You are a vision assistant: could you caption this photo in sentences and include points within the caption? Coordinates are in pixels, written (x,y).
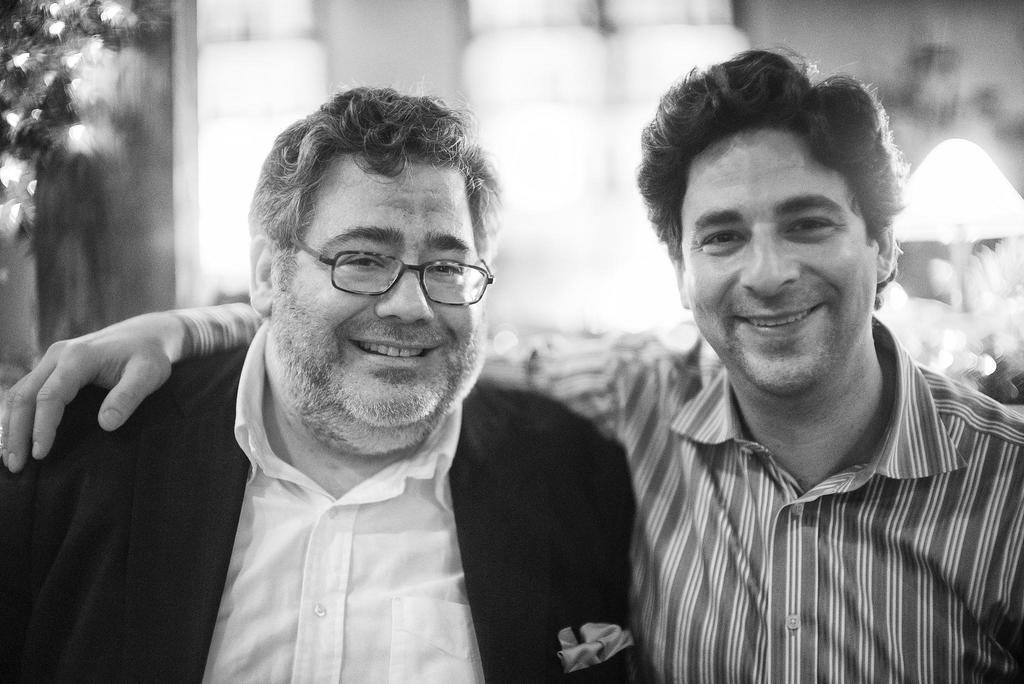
This is a black and white picture. In the foreground of the picture (512,399) there are two persons (449,408). On the left (249,546) the person (355,512) is wearing a suit (474,508). The background (586,223) is blurred.
